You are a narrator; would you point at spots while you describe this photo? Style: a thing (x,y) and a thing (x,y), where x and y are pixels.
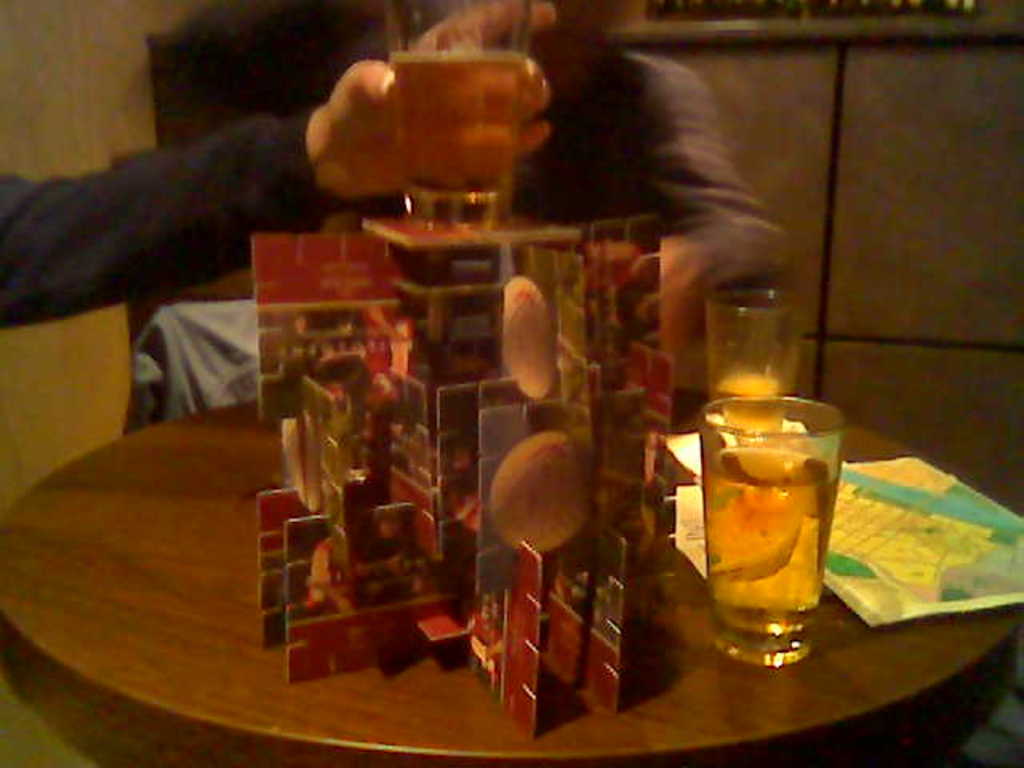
In this image there is a table (165,615) on which there are cards (502,359). On the left side (139,216) there is a person (180,193) who is keeping the glass (413,141) on the cards (494,301). On the right side (760,361) there are two glasses (744,469) on the table (867,636). In the background (665,172) there is another person (712,157).
